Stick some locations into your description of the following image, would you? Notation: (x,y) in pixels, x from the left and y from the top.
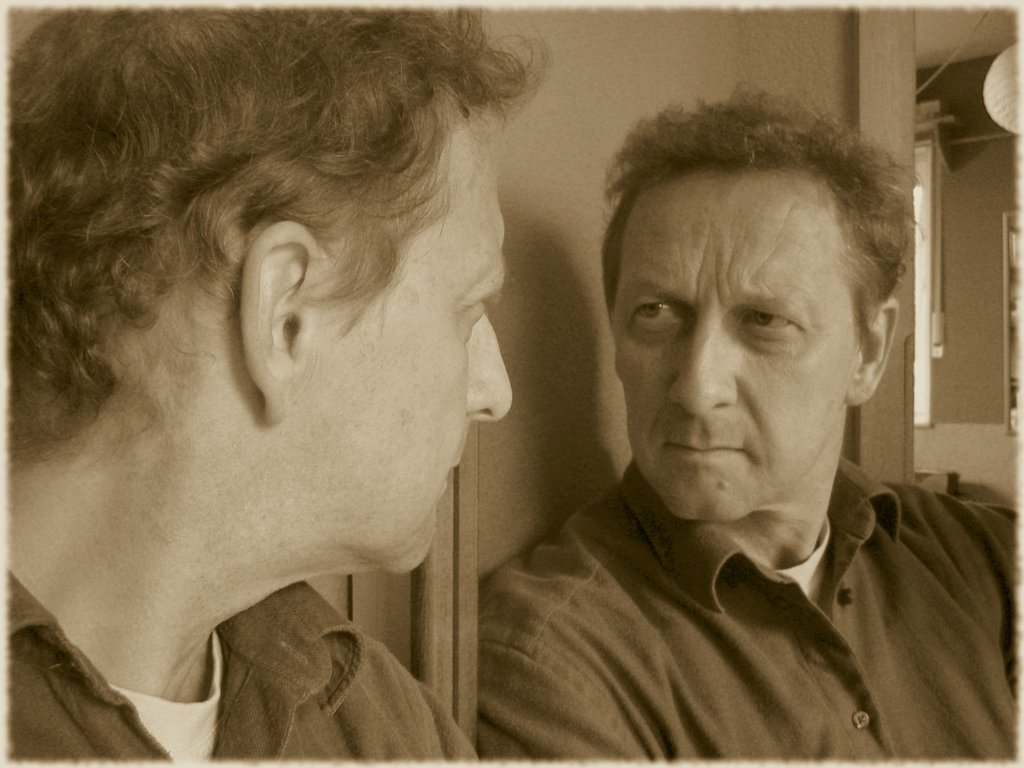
In this picture we can see the man (158,600) standing in front (337,726). Behind there is a glass (712,407) and a reflection (779,419) of the man (327,481).
